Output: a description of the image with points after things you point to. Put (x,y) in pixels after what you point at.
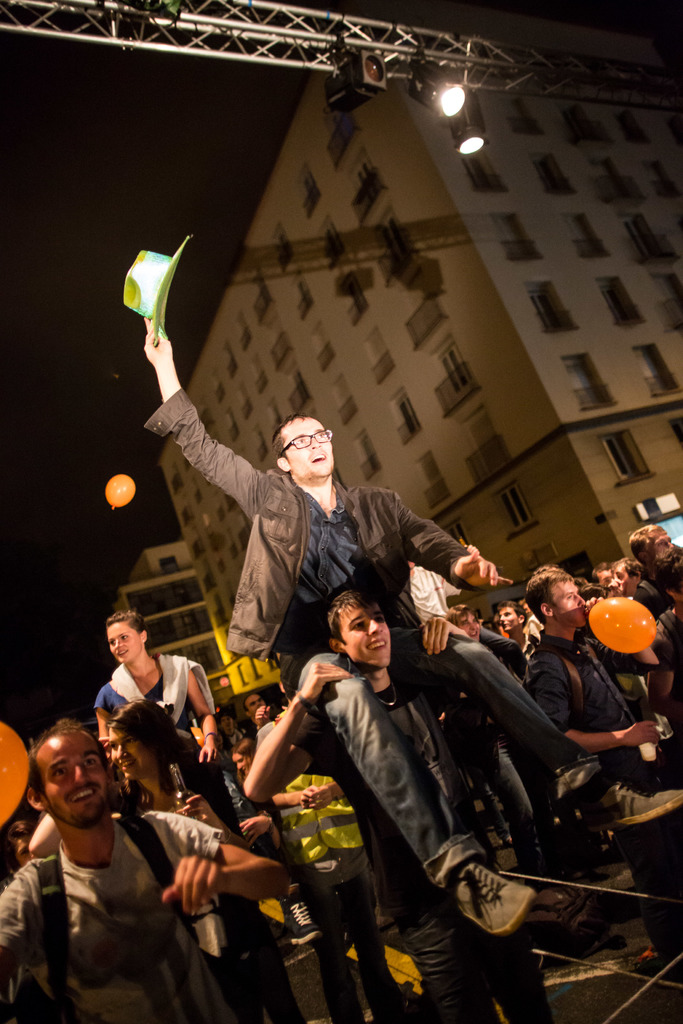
In this image we can see a few people (339,729), two of them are holding balloons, there is a person (353,580) sitting on another person's shoulders (426,697), and he is holding a hat (169,272) there is a pole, there are buildings (370,390), windows (614,289), and the background (11,208) is dark.
